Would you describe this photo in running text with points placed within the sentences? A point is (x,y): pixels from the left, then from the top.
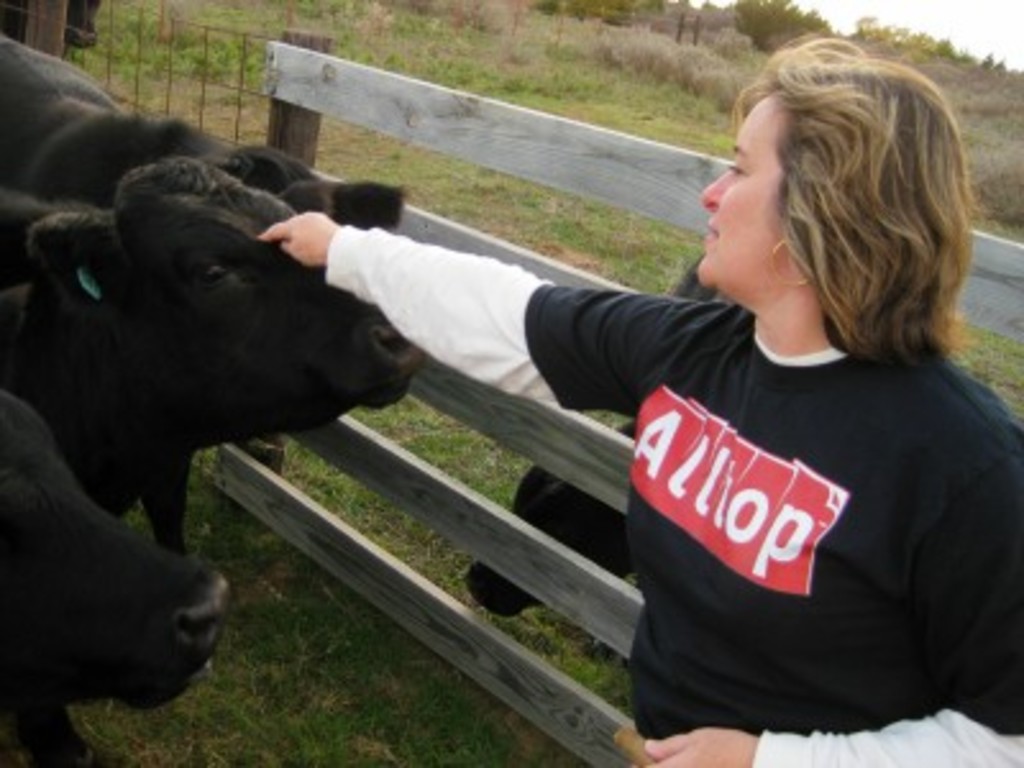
In this picture we can see a woman (722,484) in the black and white t shirt (717,506). On the left side of the image (123,496) there are cows (87,433). Behind the woman (356,236) there are two other cows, fence (447,497), trees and the sky (947,29).
